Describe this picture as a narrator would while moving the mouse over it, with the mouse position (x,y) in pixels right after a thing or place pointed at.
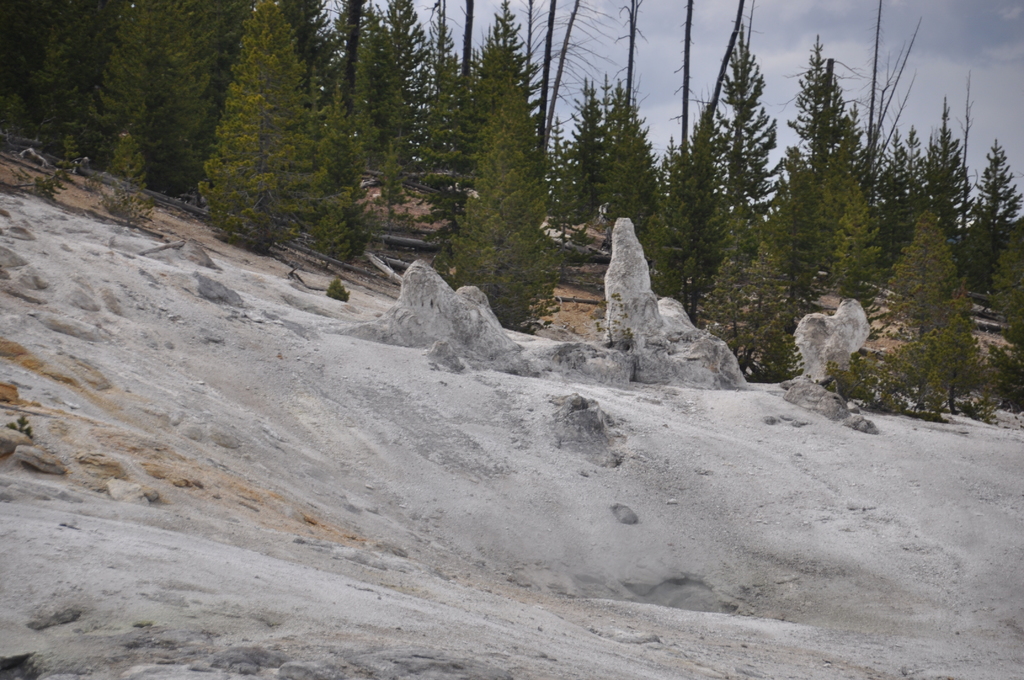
In this image I can see few rocks (669,364) and the sand (388,444). In the back (514,203) I can see many trees (682,168) and the sky (801,70).
